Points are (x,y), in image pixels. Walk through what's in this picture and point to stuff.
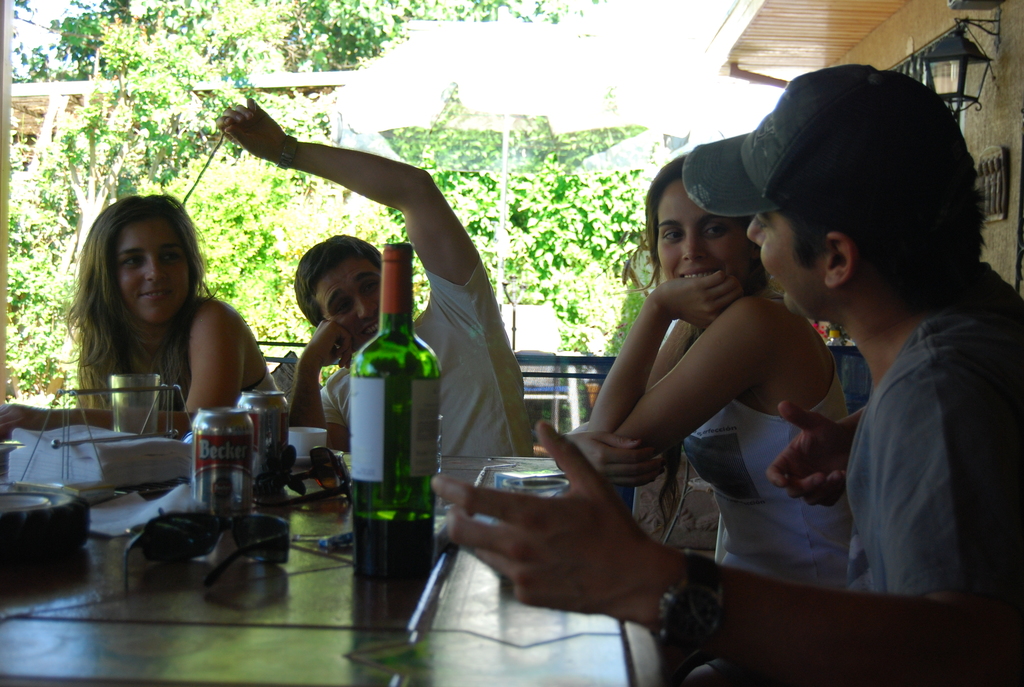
In this image we can see a few people (324,424) are sitting, in front of them there is a table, on the table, we can see some objects (275,408), there are bottle (356,414), glass (130,405), tissue papers (144,504), spectacles (207,535), and some other. On the right side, we can see a building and in the background (335,230) there is a fence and trees (348,218).
